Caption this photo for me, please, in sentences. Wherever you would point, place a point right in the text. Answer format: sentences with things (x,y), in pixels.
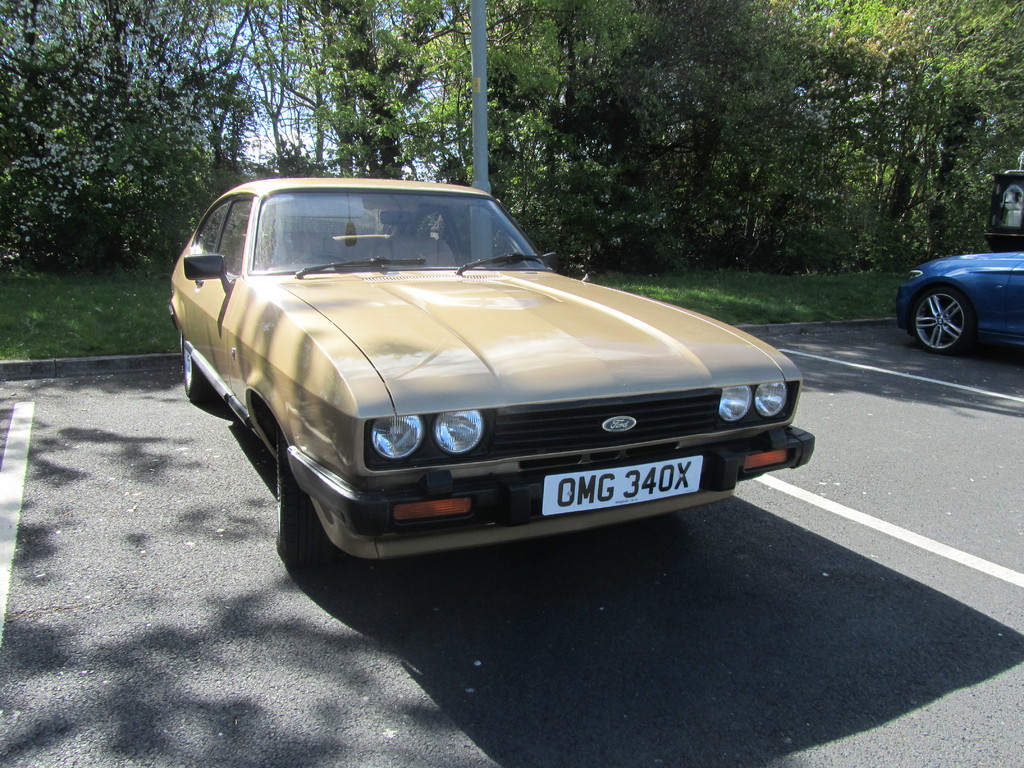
In this picture we can see two cars (707,369), in the background (471,149) there are some trees (427,149), grass (641,279) and a pole (475,119), we can see the sky (290,15) at the top of the picture (290,15).
